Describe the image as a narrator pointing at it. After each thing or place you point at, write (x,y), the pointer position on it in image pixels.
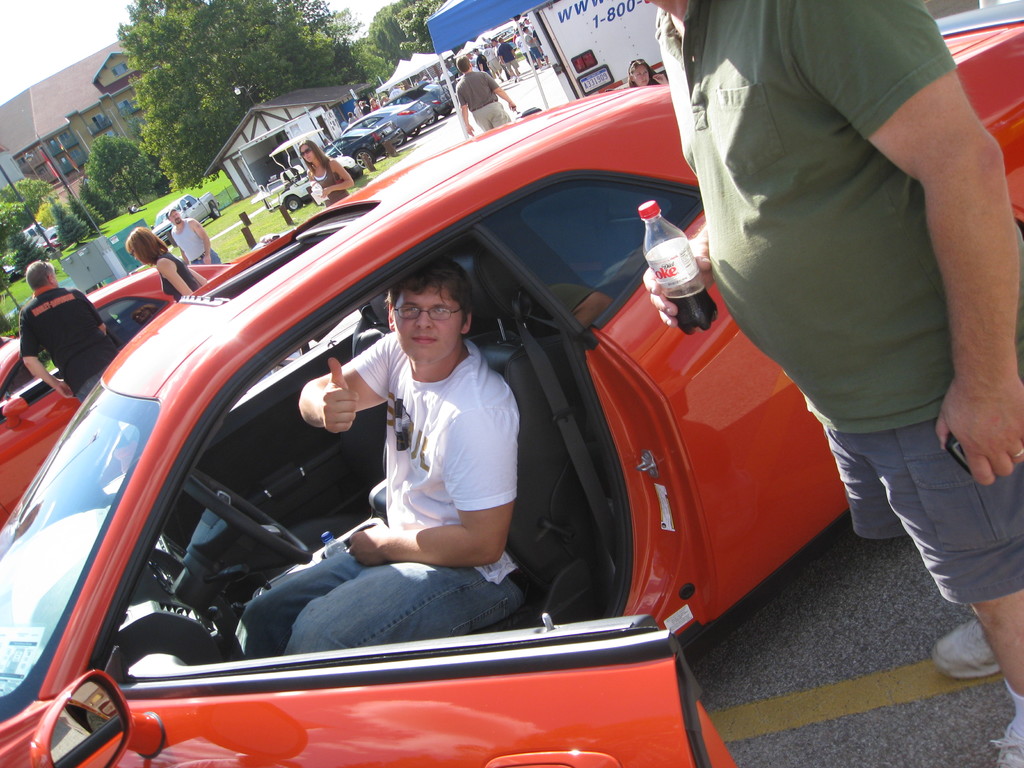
This picture is clicked outside. On the right (822,94) there is a person (778,91) wearing t-shirt (725,243), holding a bottle (673,263) of drink (677,270) and standing on the ground (983,689). In the center (454,435) there is a person (458,418) wearing a white color t-shirt (433,437) and sitting in the car (747,391). In the background (56,22) we can see the sky (96,27), trees (143,56), vehicles (399,103), group of persons (77,392) and some other items (86,248).
